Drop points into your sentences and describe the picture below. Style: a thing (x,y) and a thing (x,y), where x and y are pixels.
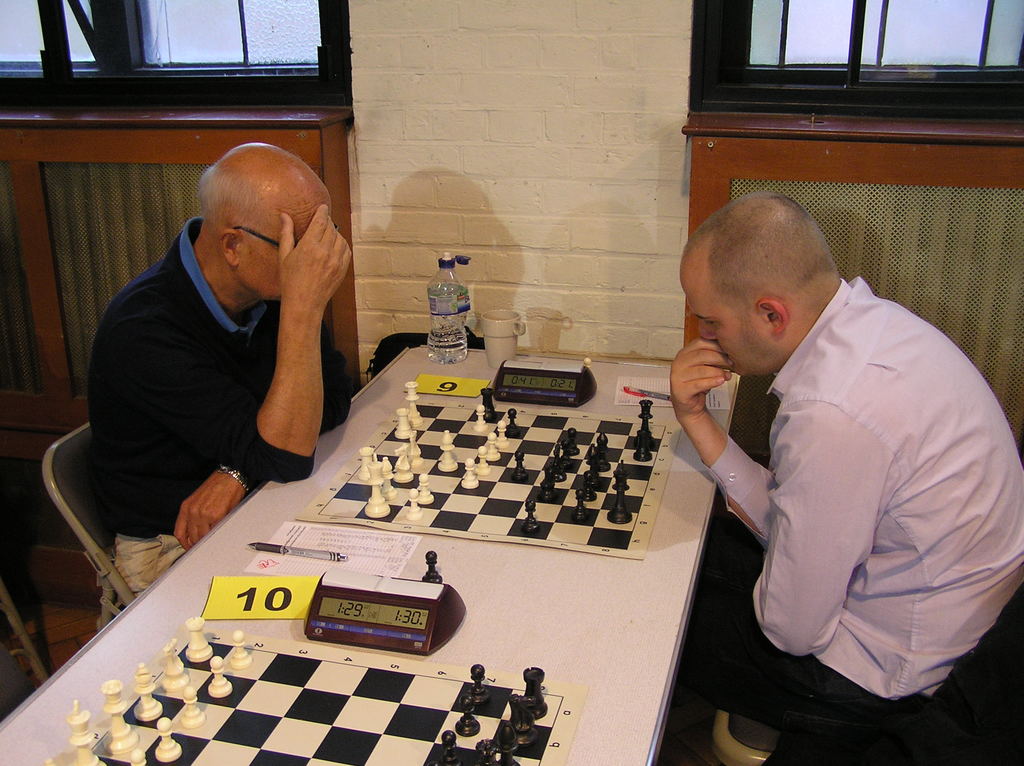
These two persons (993,610) sitting on the chair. There is a table (290,515). On the table (597,667) we can see chess board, clock (541,378), paper (652,383), pen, bottle (458,352), cup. On the background (492,108) we can see wall (613,111) and window (875,60).
